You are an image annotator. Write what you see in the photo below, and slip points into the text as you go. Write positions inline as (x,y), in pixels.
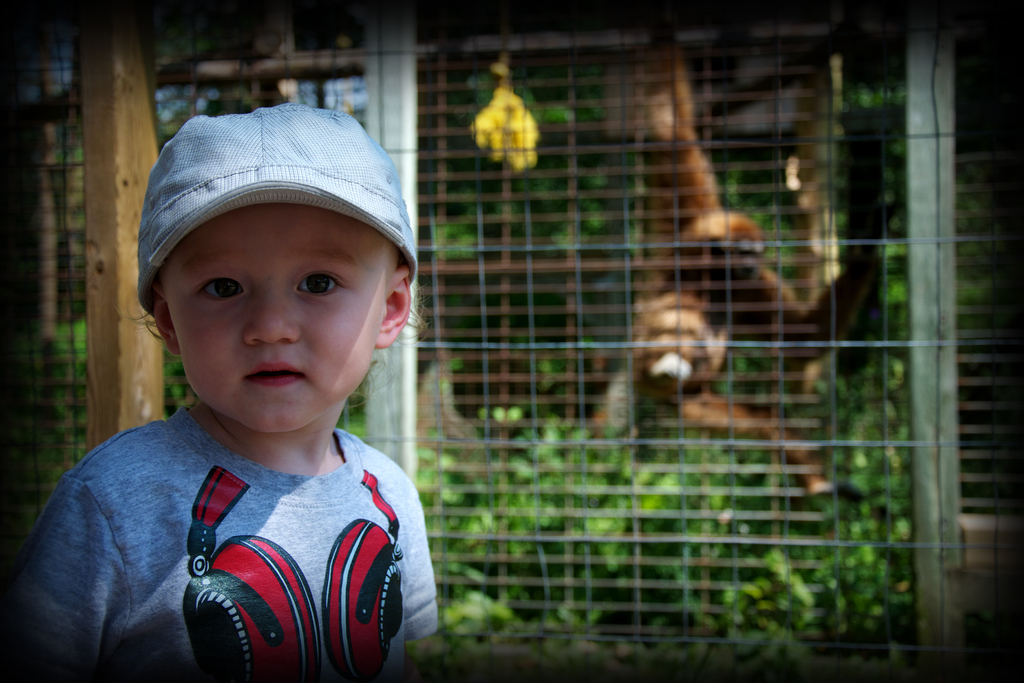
In this image we can see the child (163,174) wearing grey color T-shirt (144,525) and cap (395,240) is standing here. The background of the image is slightly blurred, where we can see the animals (634,366) in the cage (625,284) and we can see the bananas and trees (676,546).
